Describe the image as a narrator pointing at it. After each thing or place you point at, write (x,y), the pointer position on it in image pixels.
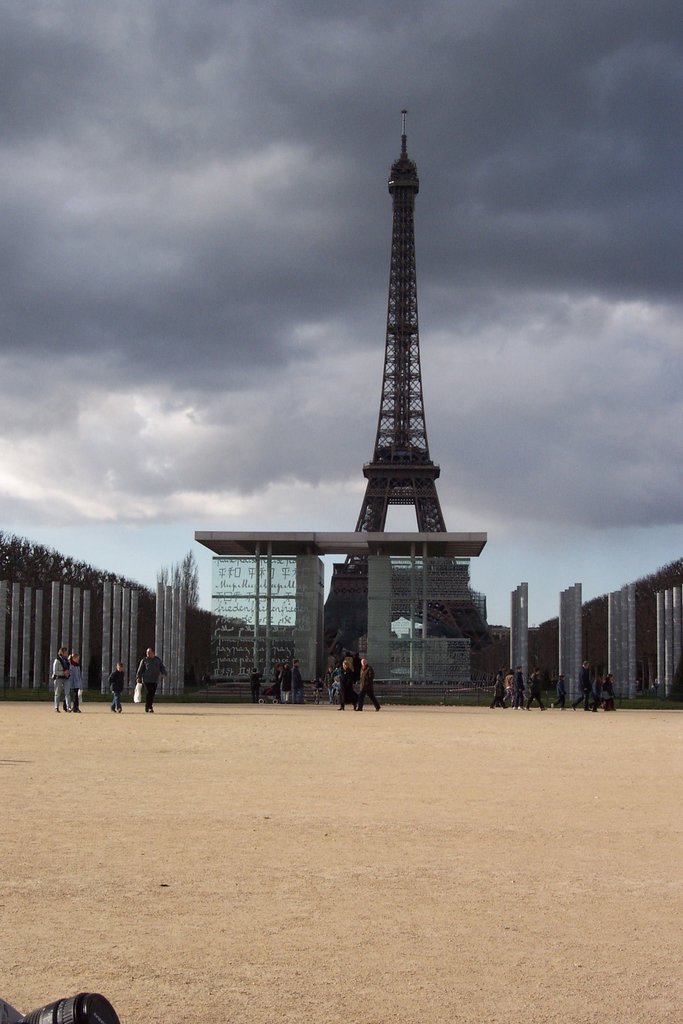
At the bottom of the picture (46,997), we see a camera (108,1002) and the sand (228,789). In the middle of the picture (350,676), we see people (505,707) are walking. Beside that, we see the poles (73,646) and the glass (246,614). In the middle of the picture (434,514), we see a tower (384,413). There are trees (4,576) in the background (204,629). At the top (334,223), we see the sky (336,376) and the clouds (315,390).
